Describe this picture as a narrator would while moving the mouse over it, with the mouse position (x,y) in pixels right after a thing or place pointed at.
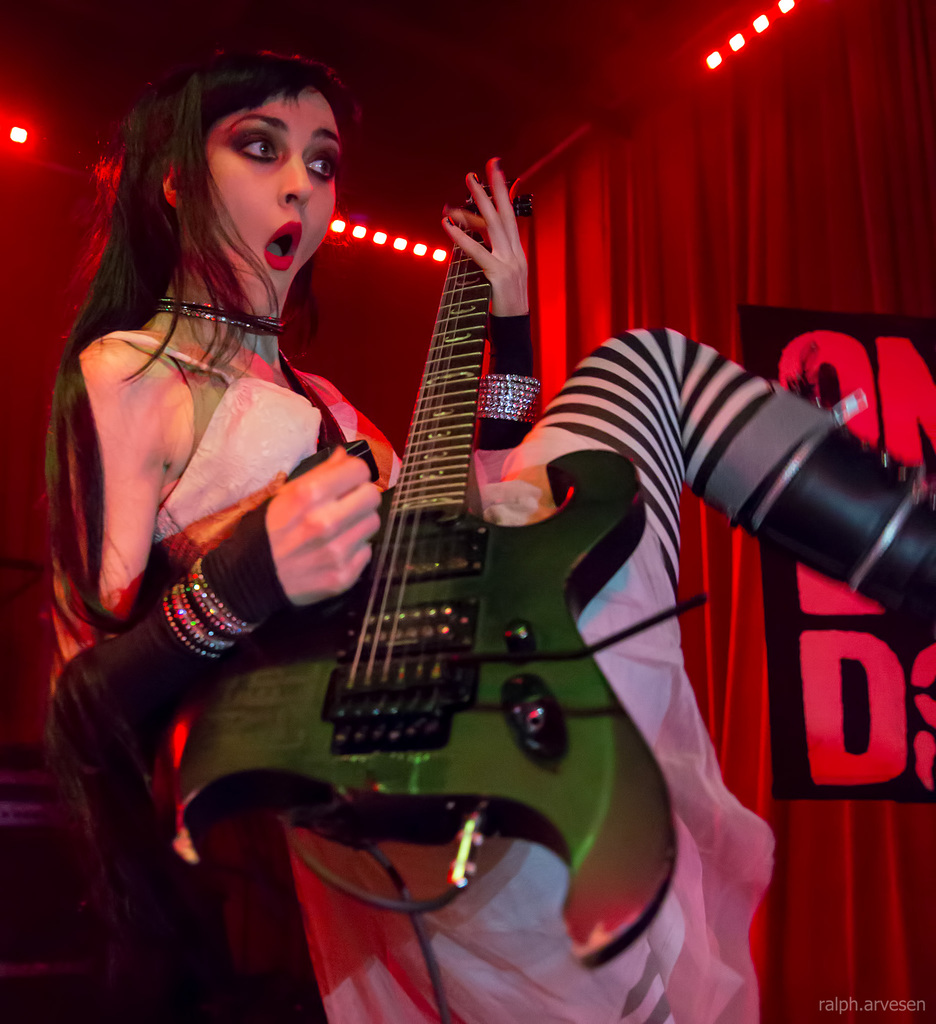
In the center of the image (486,403) there is a lady (177,405) standing and playing a guitar (401,667). In the background (713,197) there are lights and a curtain (701,199).
